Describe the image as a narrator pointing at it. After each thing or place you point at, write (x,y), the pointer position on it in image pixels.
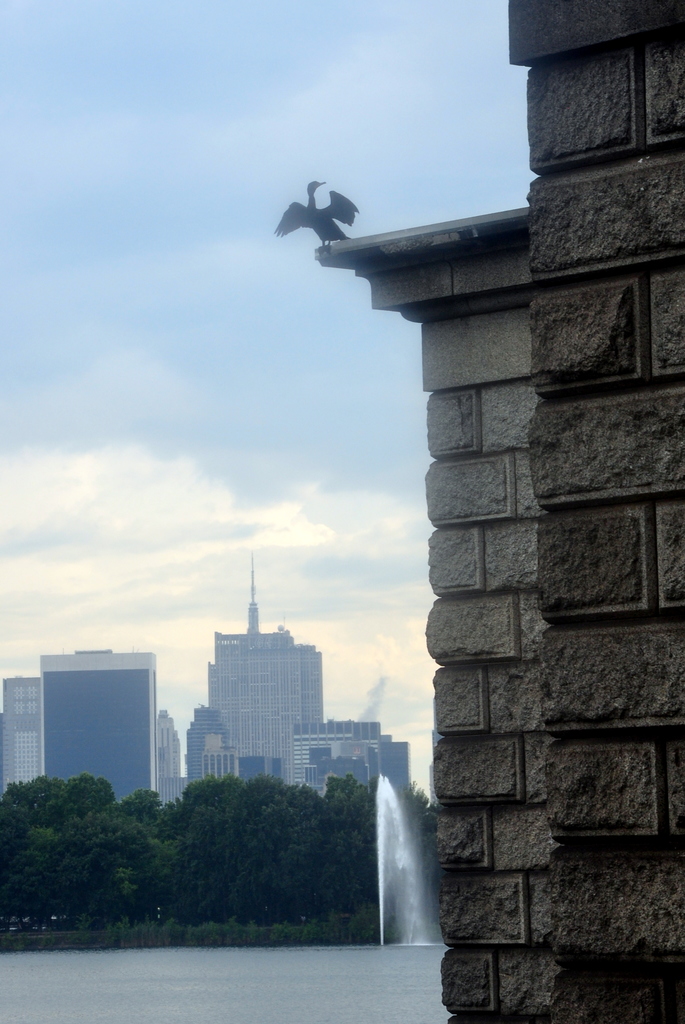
In this picture I can see there is a building (565,388) and a bird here and in the backdrop (314,254) I can see there is a lake (344,980) and a fountain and there are trees (362,920), buildings (216,692) and the sky (162,419) is cloudy.
